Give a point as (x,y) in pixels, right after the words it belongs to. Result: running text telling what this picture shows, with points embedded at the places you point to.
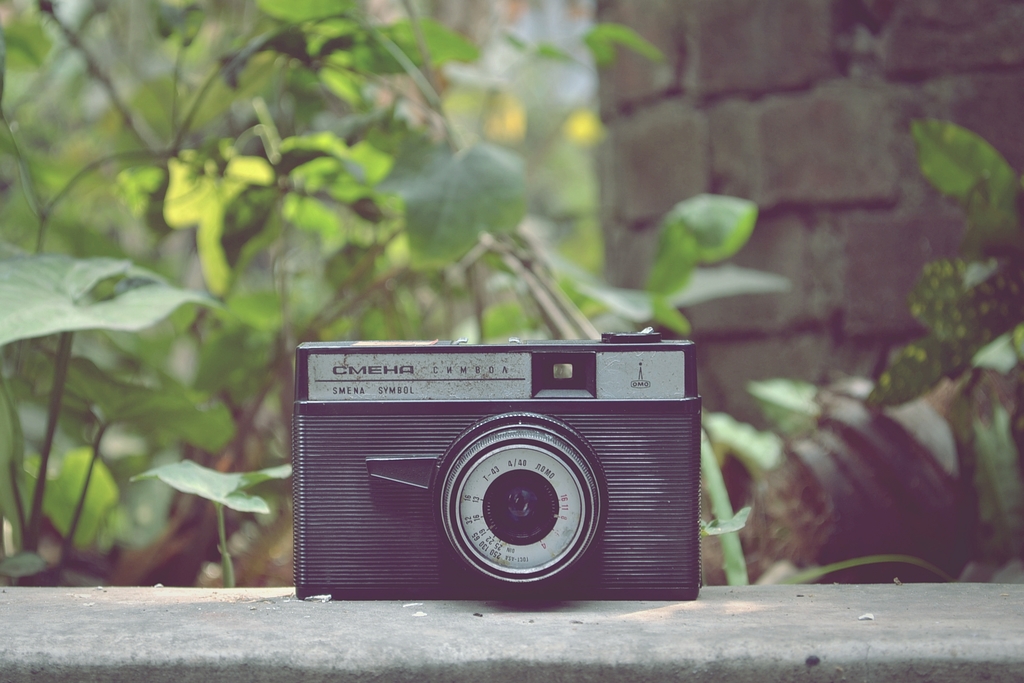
This image is clicked outside. There is a camera (504,533) in the middle (656,434). There are plants (86,155) behind that.
